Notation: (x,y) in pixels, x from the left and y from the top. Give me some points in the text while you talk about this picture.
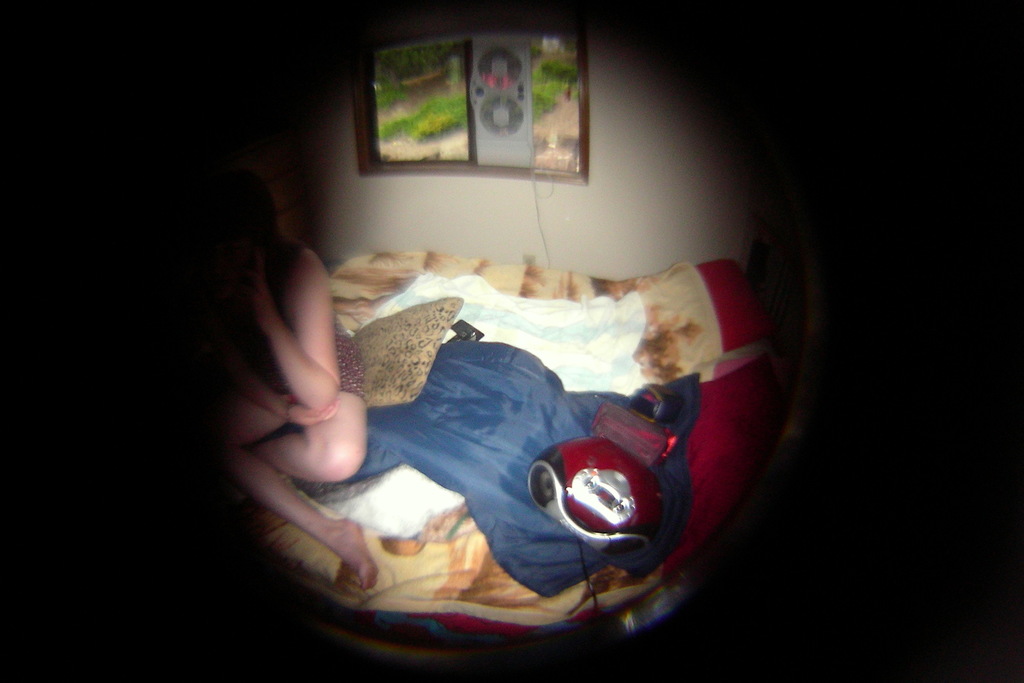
In this image in the center (506,350) there are clothes (528,365) and on the left side (316,378) there is a person (310,374) sitting. In the background (463,123) there is a window (464,139) and outside of the window (452,116) there's grass (439,122) on the ground (452,93).
